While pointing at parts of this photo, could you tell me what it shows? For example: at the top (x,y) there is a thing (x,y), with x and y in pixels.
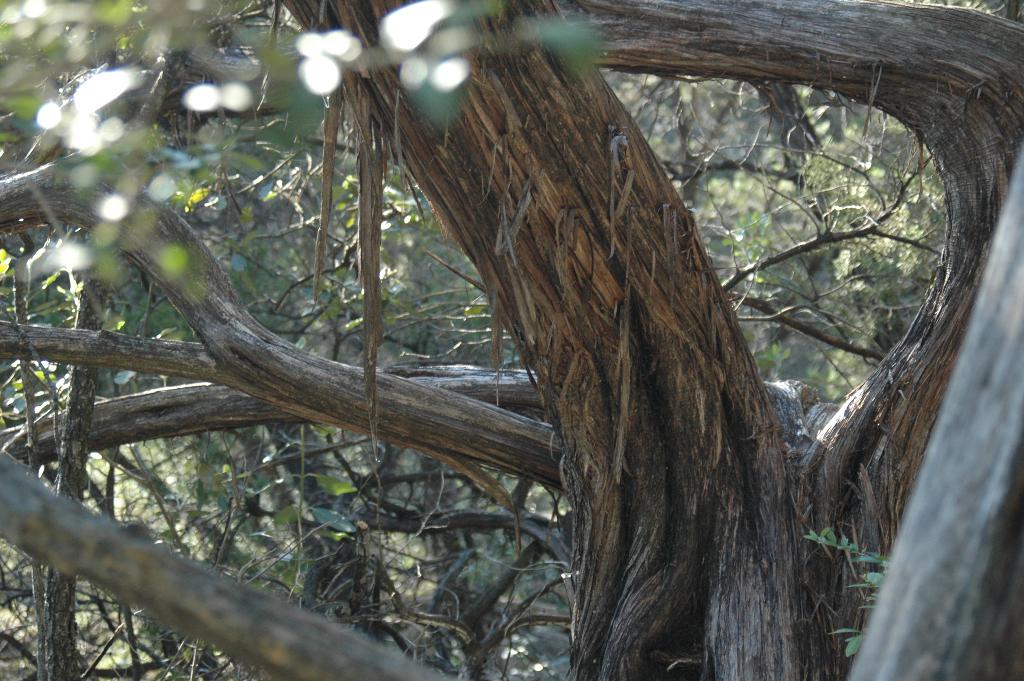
In this image I can see many trees (436,281) which are in green color.
